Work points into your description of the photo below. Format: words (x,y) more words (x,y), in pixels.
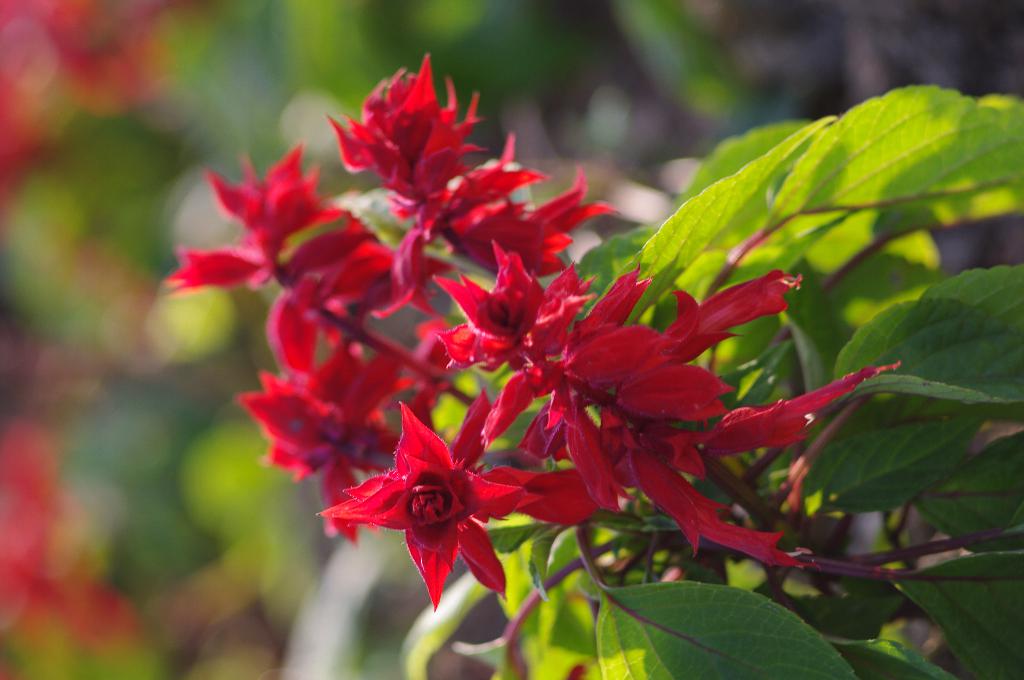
In this picture, we see trees (540,429) or plants (671,449) which have flowers (587,341). These flowers (587,341) are in red color. In the background (408,46), it is green in color. This picture is blurred in the background (481,79).
